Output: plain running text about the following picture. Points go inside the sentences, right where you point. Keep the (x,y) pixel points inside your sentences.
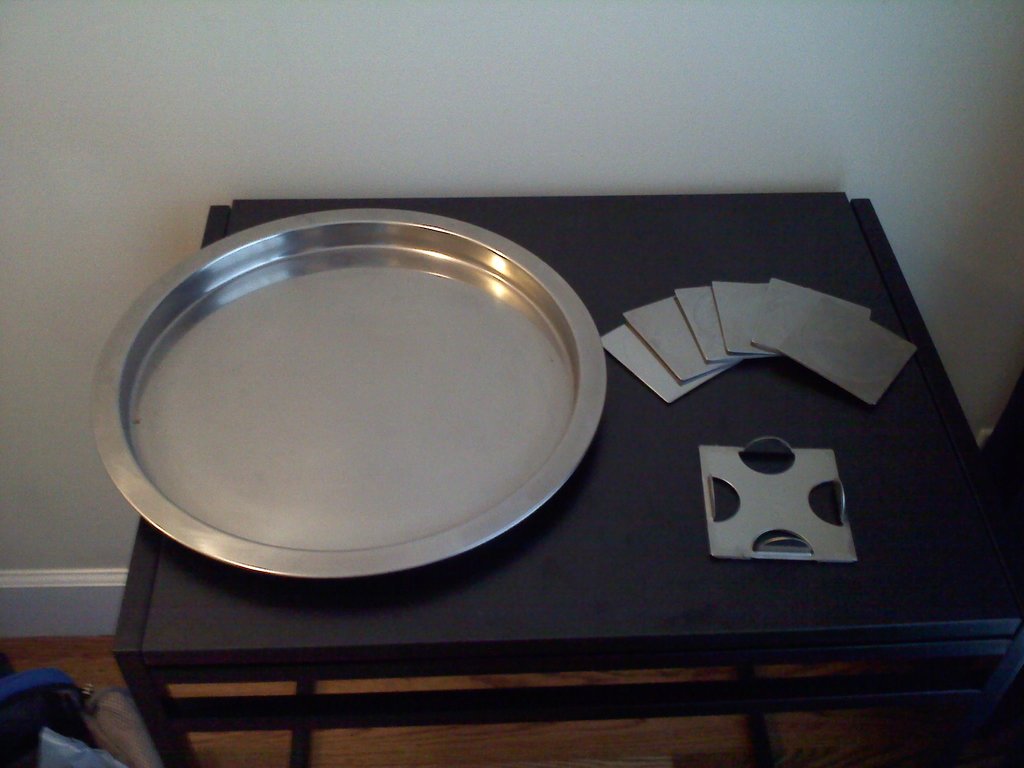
In the center of the image (651,429) there is a table (461,586) and there is a plate (453,474) placed on the table (599,598). In the background (422,115) there is a wall (414,118).
